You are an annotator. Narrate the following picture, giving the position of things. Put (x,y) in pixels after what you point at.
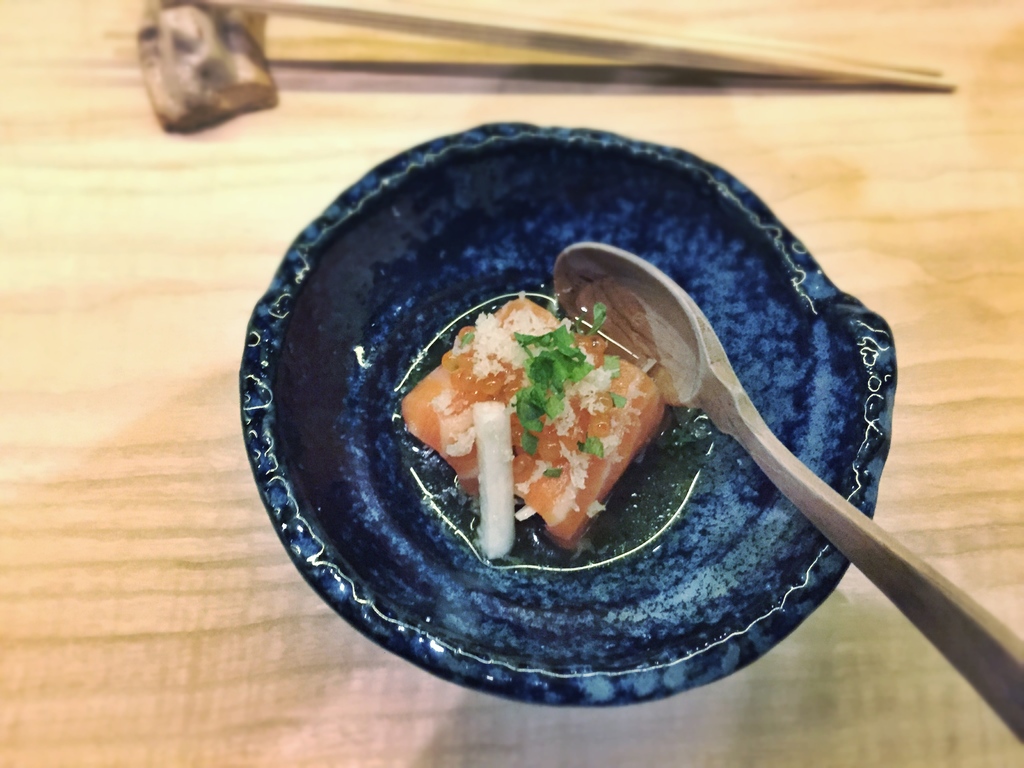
The picture consists of a bowl (799,376), in the bowl (799,376) there is a spoon (620,342) and a food item (552,428). At the top (68,84) there is a table (385,721) and chopsticks (502,28).
